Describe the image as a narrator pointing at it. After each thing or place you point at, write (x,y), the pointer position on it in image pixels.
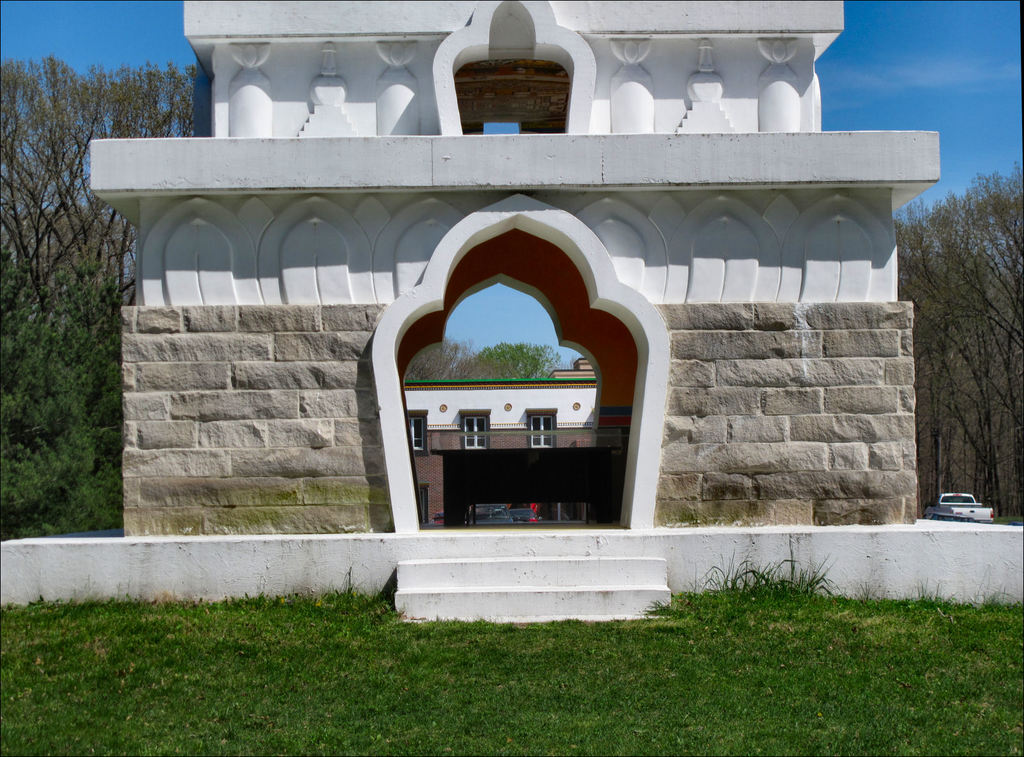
In the image in the center (654,434) there is an arch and grass (719,659). In the background (982,93), we can see the sky (982,93), clouds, trees (988,381) and one building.
